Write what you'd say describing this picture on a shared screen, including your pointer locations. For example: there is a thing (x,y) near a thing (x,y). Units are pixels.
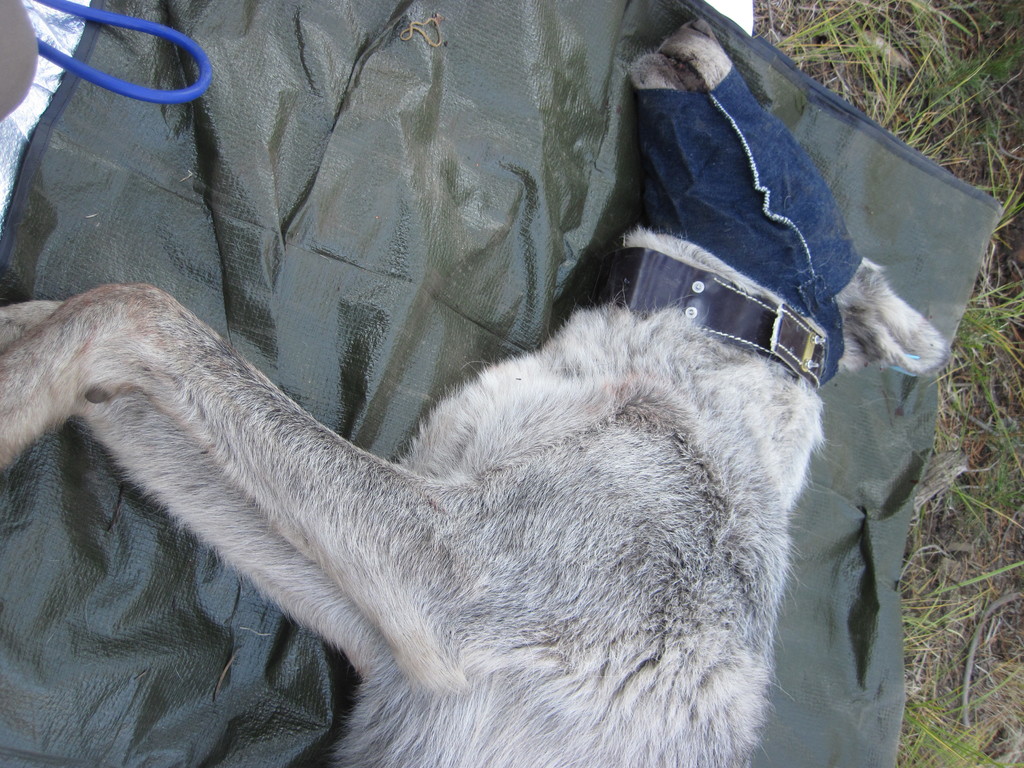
In this image I can see an animal (573,437) which is grey in color is lying on the green colored sheet (432,249). I can see some grass (954,113) on the ground (959,462) and a blue colored wire (201,89).
